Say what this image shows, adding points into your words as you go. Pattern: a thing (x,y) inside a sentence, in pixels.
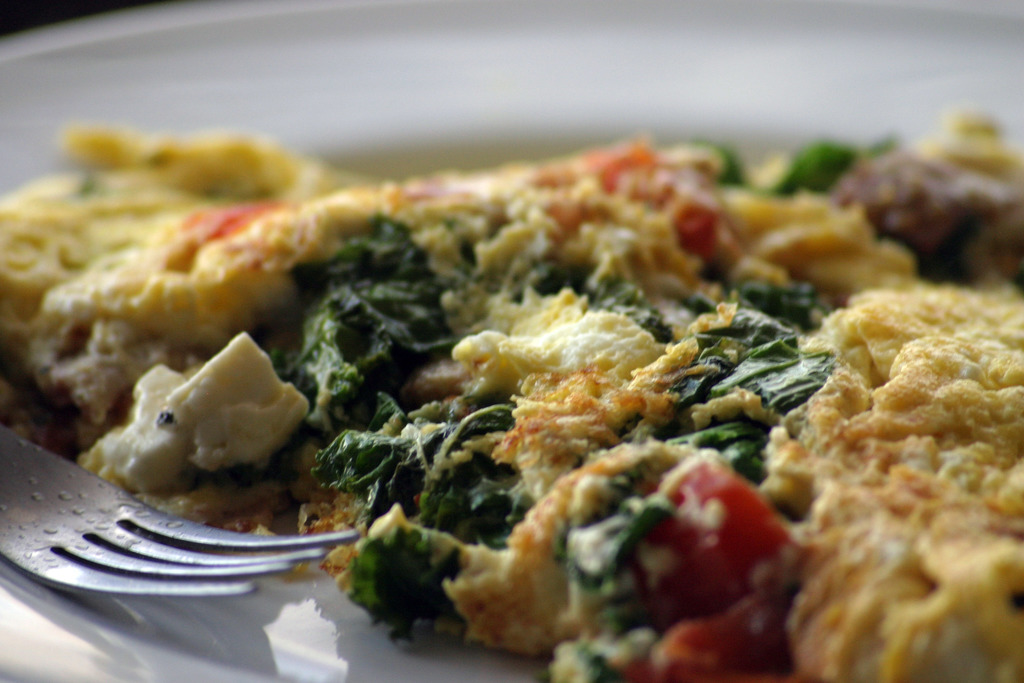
In this picture I can observe food (321,299) placed in the plate (316,623). On the left side (119,549) I can observe fork (94,505). The plate (295,578) is in white color.
